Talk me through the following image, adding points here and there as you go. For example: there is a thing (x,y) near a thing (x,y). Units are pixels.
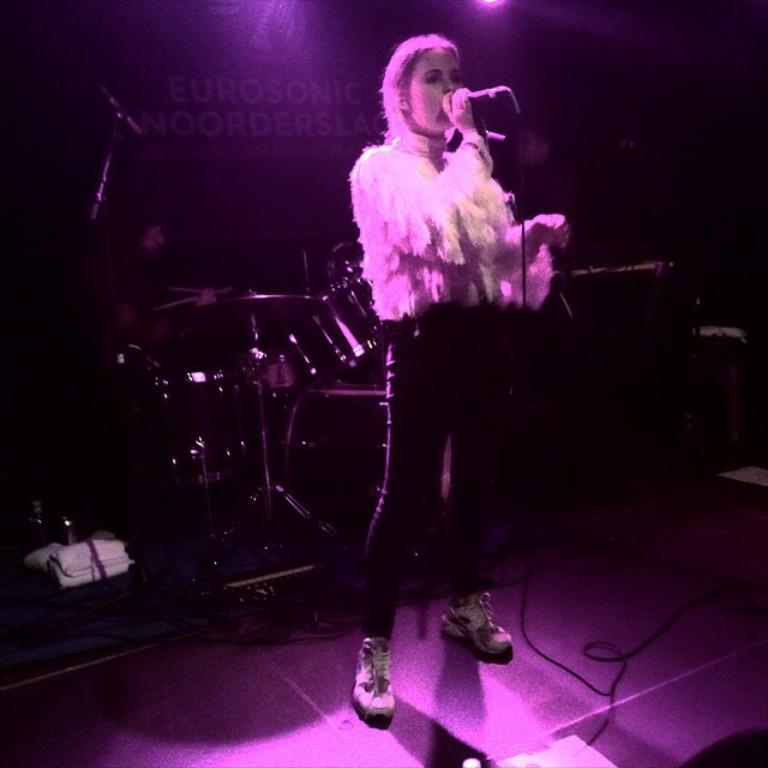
A beautiful woman (429,288) is standing and singing in the microphone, she wore white color top (440,229) and black color trouser (383,548). Behind her there are musical instruments (311,379).
